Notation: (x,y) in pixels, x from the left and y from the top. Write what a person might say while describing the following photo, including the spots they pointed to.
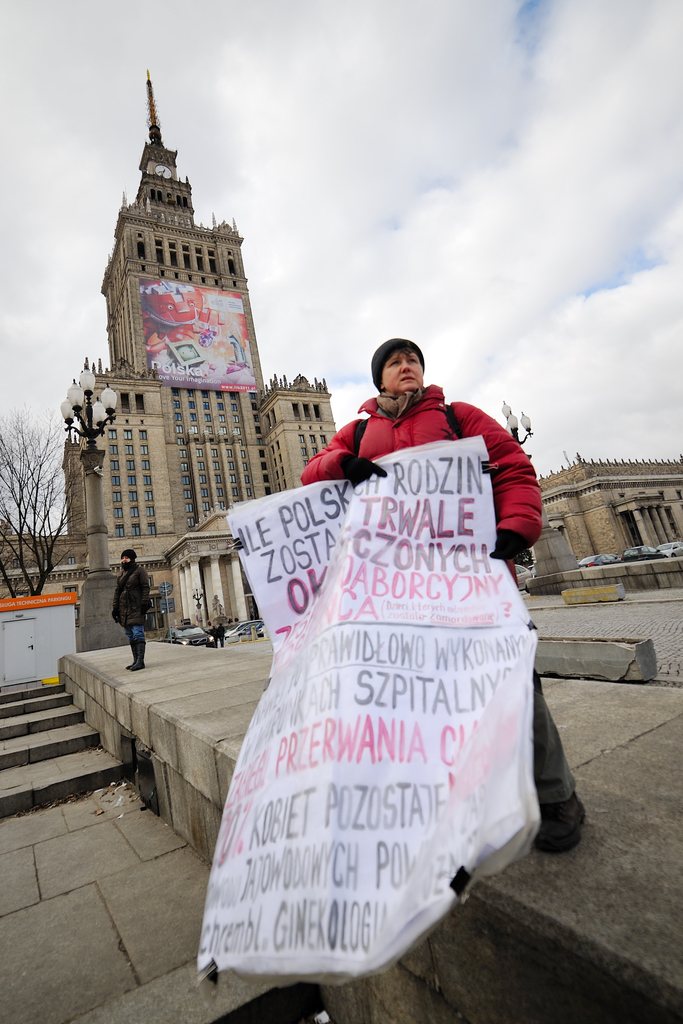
In the image there is a person (415,433) standing on a surface (214,685) and the person (350,472) is holding a banner (312,663) containing some text (392,600), in the background (134,514) there is a huge building (153,399) and there is a poster (191,344) in front of that building (200,419), there are huge lights (100,514) on the either side of the building (157,455) and on the left side (44,565) there is a tree (49,555).
